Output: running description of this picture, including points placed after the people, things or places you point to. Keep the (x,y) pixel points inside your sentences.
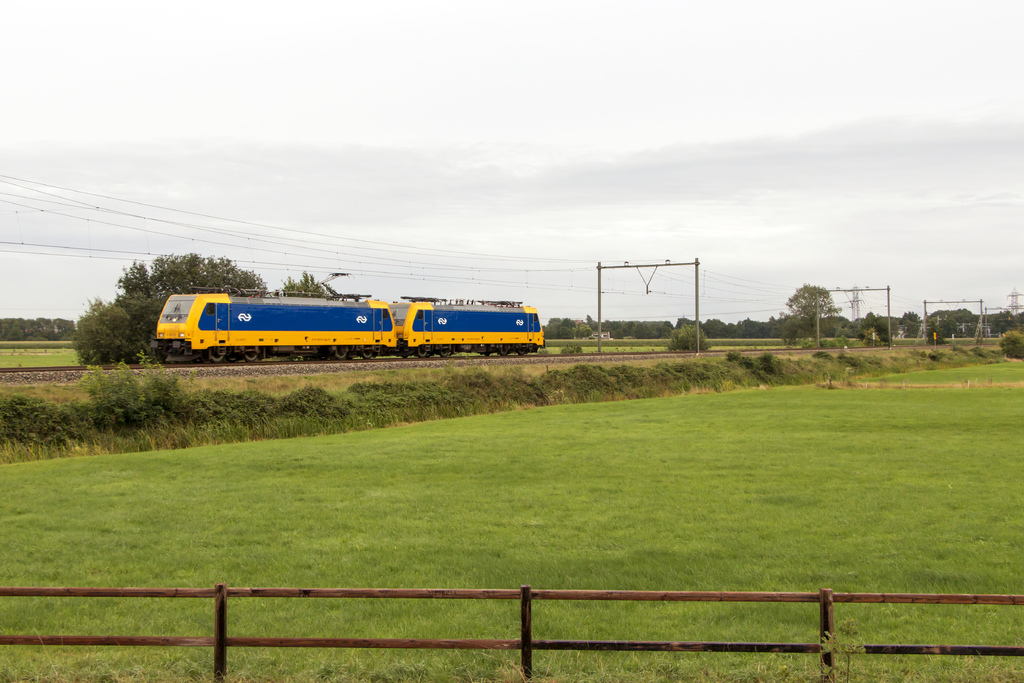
In this image we can see a train (332,350) on the railway track (461,356), grass (401,379), plants (303,401), stones (249,369), poles (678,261), cables (460,285), trees (151,283) and sky (164,56) with clouds (463,120).
